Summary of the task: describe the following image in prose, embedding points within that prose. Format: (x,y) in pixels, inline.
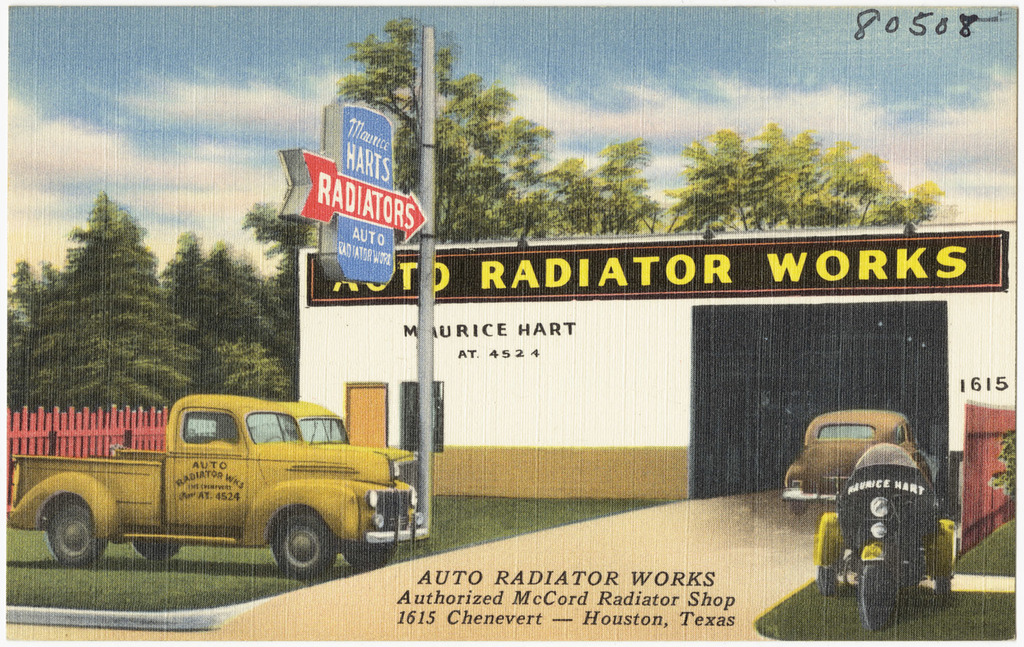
In the picture I can see the art (374,190) in which I can see vehicles (919,471) parked here, I can see the board (356,139) to the pole (425,189), I can see a building (582,349) or house (491,281) on which I can see some text (596,275) is written, I can see trees (35,404), fence (157,409) and the sky (221,153) with clouds (62,174) in the background (308,143). Here I can see some text (585,614) at the bottom of the image (654,618).
